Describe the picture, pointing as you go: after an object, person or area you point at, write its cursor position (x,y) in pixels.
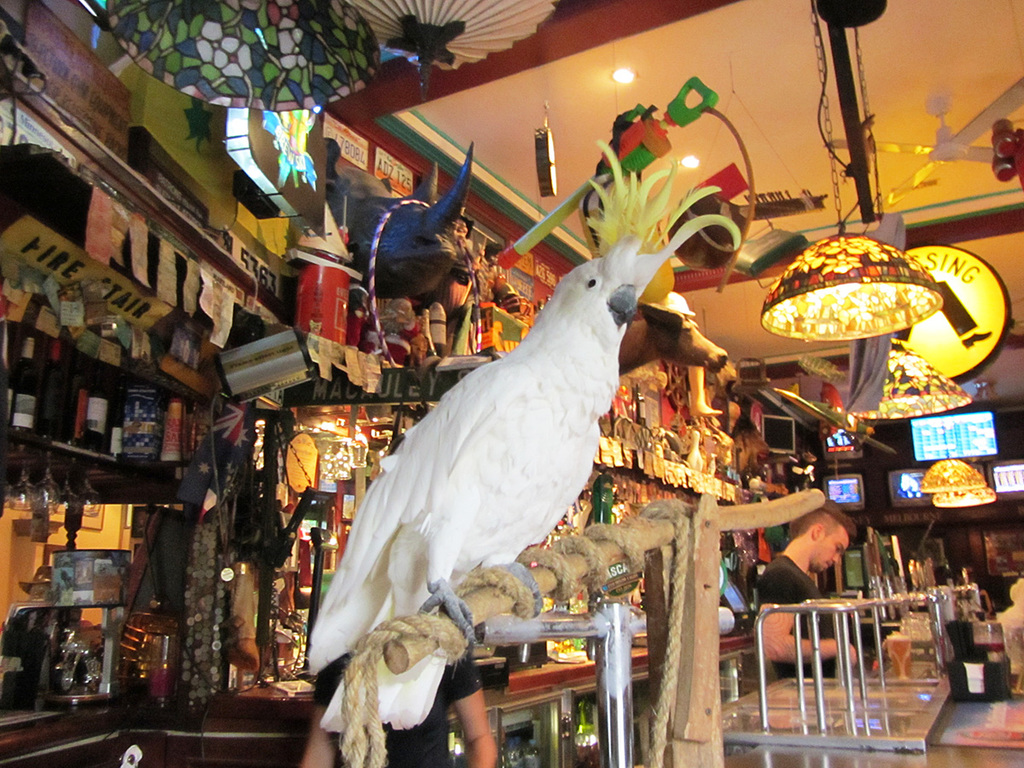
In this image I can see the stall (449,370) with many colorful objects (655,499) and the statues (655,350) of animals (403,248). I can see two people (470,733) with black color dresses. I can also see the lights (928,470). In the background (925,451) I can see the screens (926,495) and boards (929,321). I can see the bird (516,464) on the wooden log (478,608). I can see the bird (455,615) is in white and yellow color.
